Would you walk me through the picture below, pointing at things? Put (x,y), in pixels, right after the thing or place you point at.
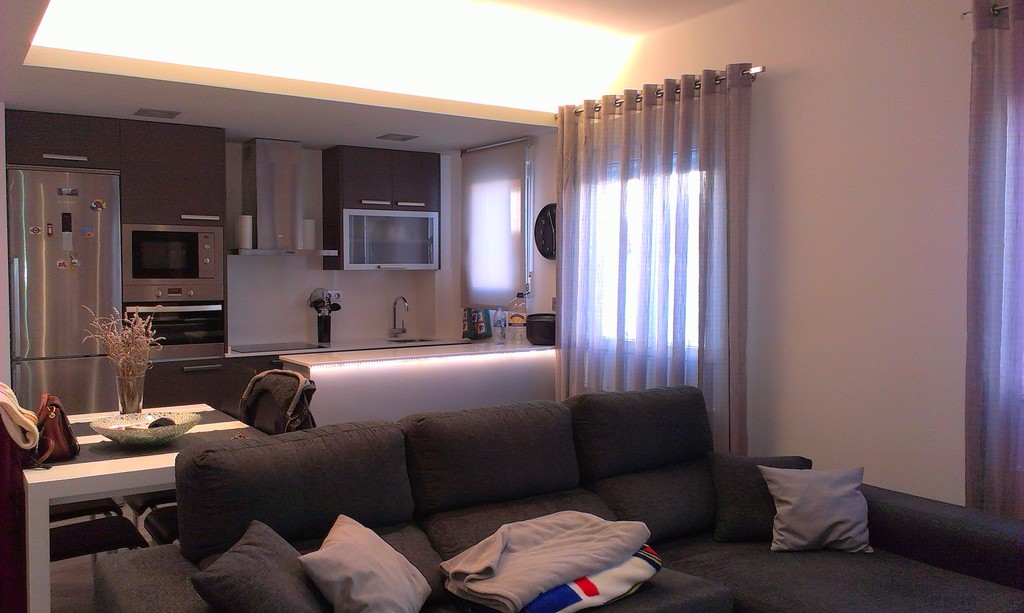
In this image I can see a sofa (666,398) and few cushions (786,536) on it. In the background (56,384) I can see a refrigerator (66,320), a microwave (219,279) and a sink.
